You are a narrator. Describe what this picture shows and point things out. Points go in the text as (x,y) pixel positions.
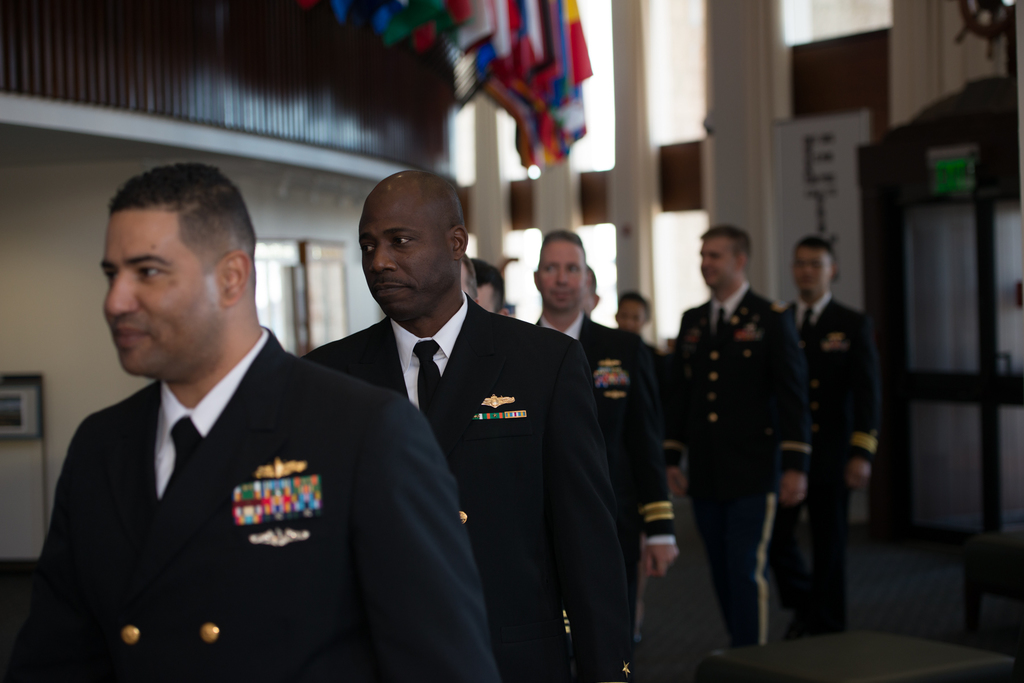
In the picture I can see these people (426,356) wearing black blazers (375,412), ties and shirts (574,331) are walking on the floor (692,554). The background of the image (851,446) is blurred, we can see a few more people (710,337), we can see flags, we can see some objects (784,183) and the wall (736,26).
